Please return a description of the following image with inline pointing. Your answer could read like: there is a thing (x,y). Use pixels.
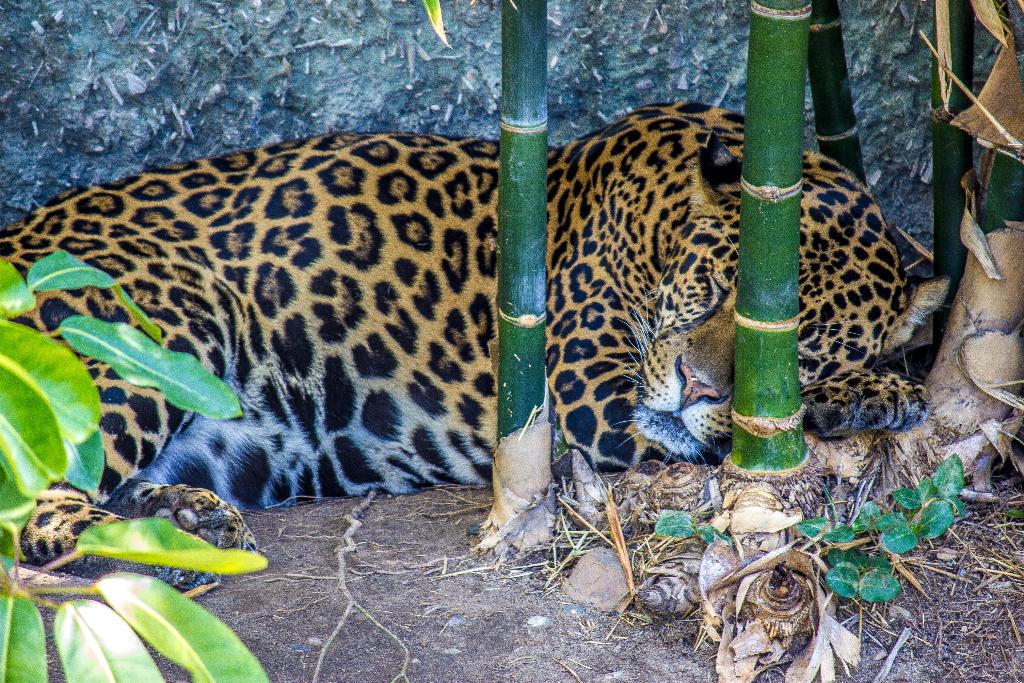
In this image, we can see a leopard (308,285) sleeping on the ground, we can see plants (769,351), there is a wall (481,33).
